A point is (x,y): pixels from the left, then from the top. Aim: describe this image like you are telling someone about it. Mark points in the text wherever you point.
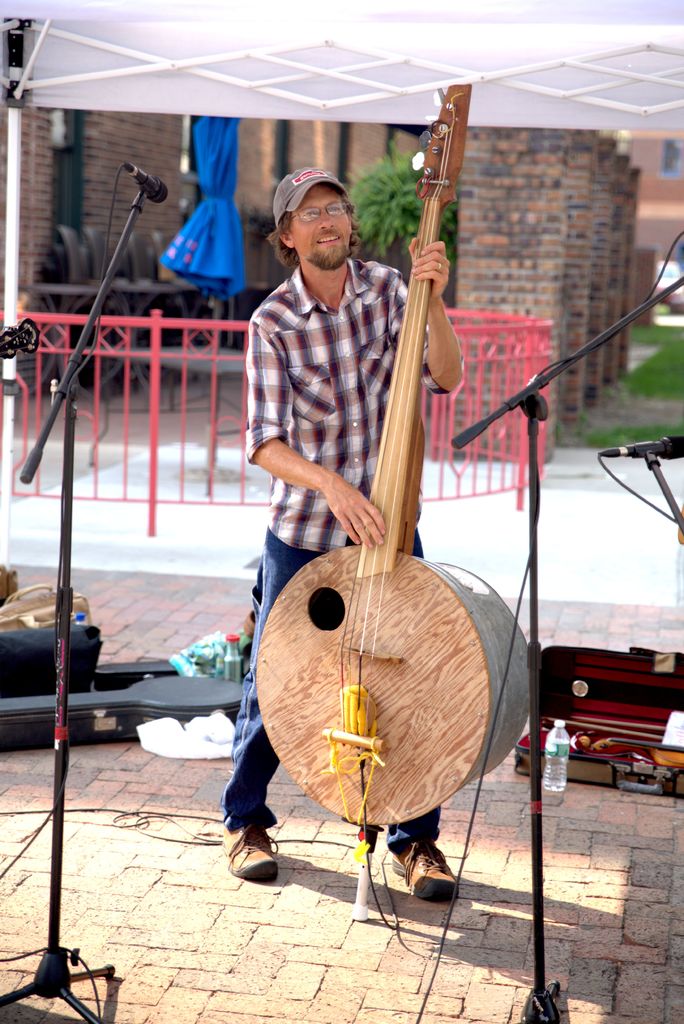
A person (308,454) is standing and playing a musical instrument (356,603). There are microphones (62,754). There are bottles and other objects (211,709) at the back (667,719). There is a red fence (512,379), blue closed umbrella (213,233) and buildings (526,171) at the back (370,156).
